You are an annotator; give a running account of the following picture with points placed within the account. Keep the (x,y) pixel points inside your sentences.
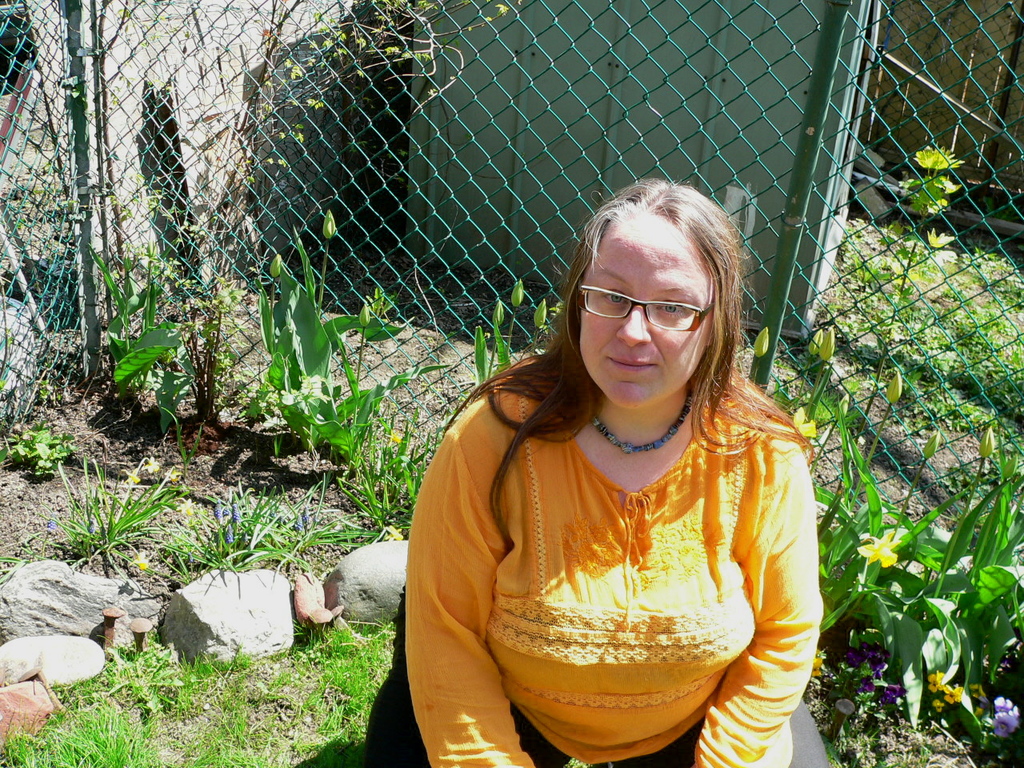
In this image in the center (598,368) there is one woman (453,551) and in the background (146,206) there is a net (813,151), container (716,127) and some plants (265,292), grass (222,662) and some rocks (210,652).
